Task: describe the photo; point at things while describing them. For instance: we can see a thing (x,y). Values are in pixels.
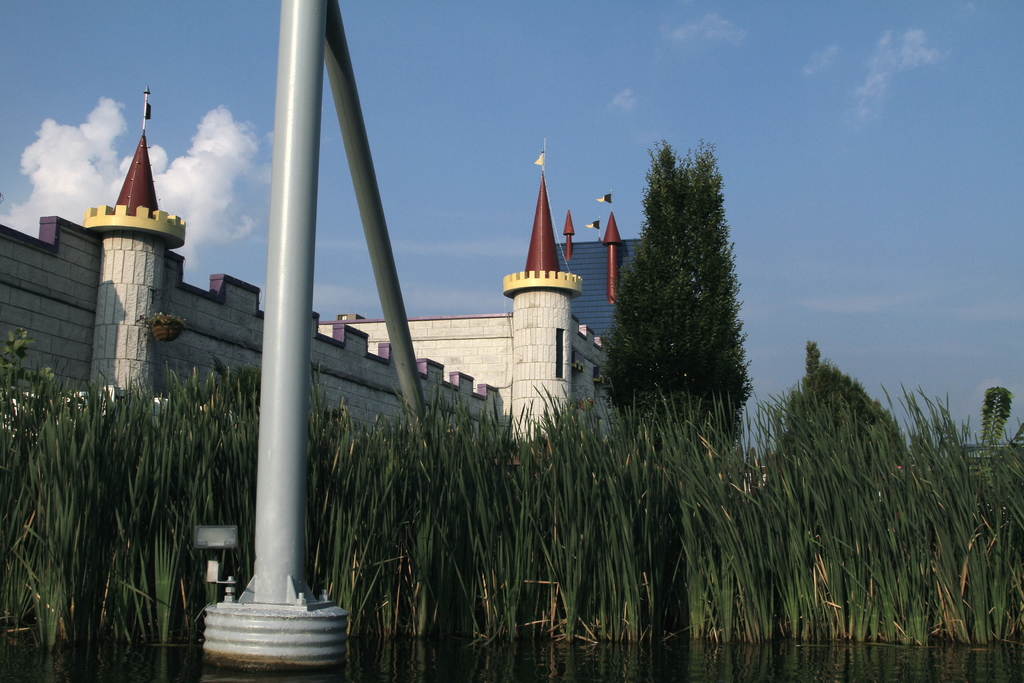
This image is clicked outside. There is a building (337,341) in the middle (476,348). There is a tree (622,355) in the middle (634,398). There is grass (591,551) at the bottom (591,551). There is sky (382,177) at the top (440,154).
